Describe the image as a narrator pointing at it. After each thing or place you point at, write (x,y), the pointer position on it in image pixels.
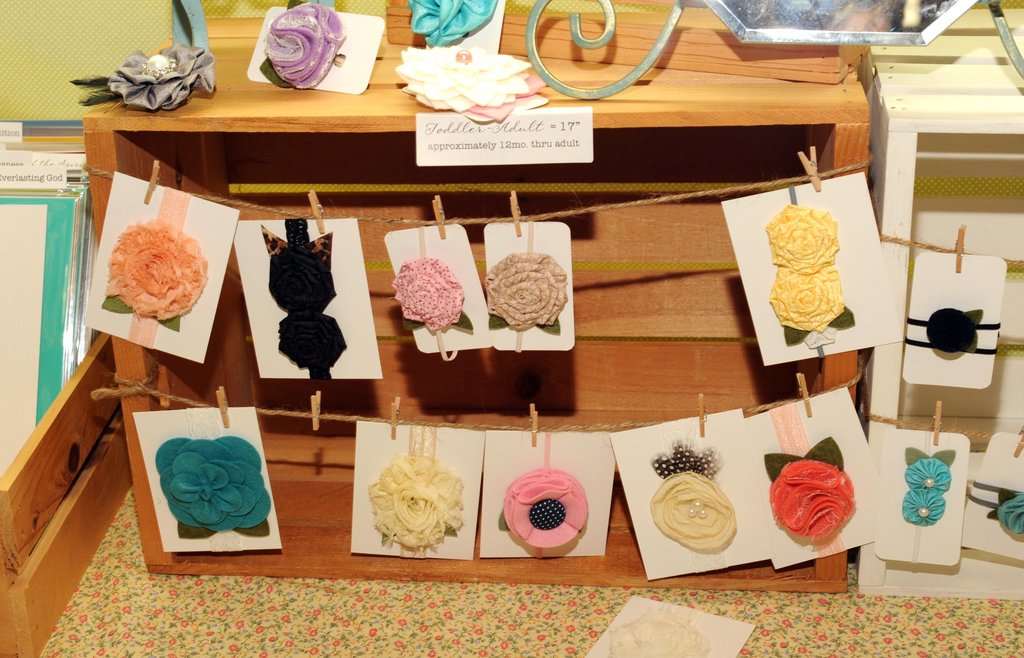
In this image we can see hair bands (408,283) hanged to the rope (362,216) with the clips (701,437).
